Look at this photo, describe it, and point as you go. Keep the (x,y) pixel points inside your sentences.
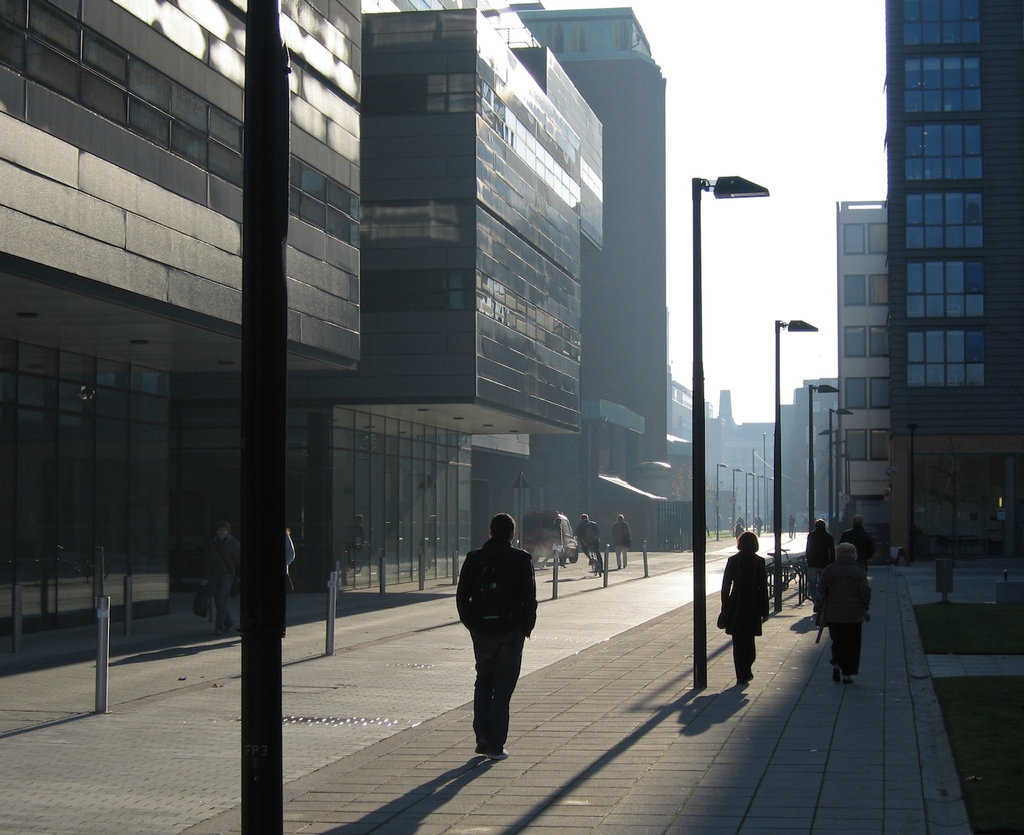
There are buildings (868,254) and street lights (696,441), here people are walking on the footpath (838,765), this is sky (773,145).
